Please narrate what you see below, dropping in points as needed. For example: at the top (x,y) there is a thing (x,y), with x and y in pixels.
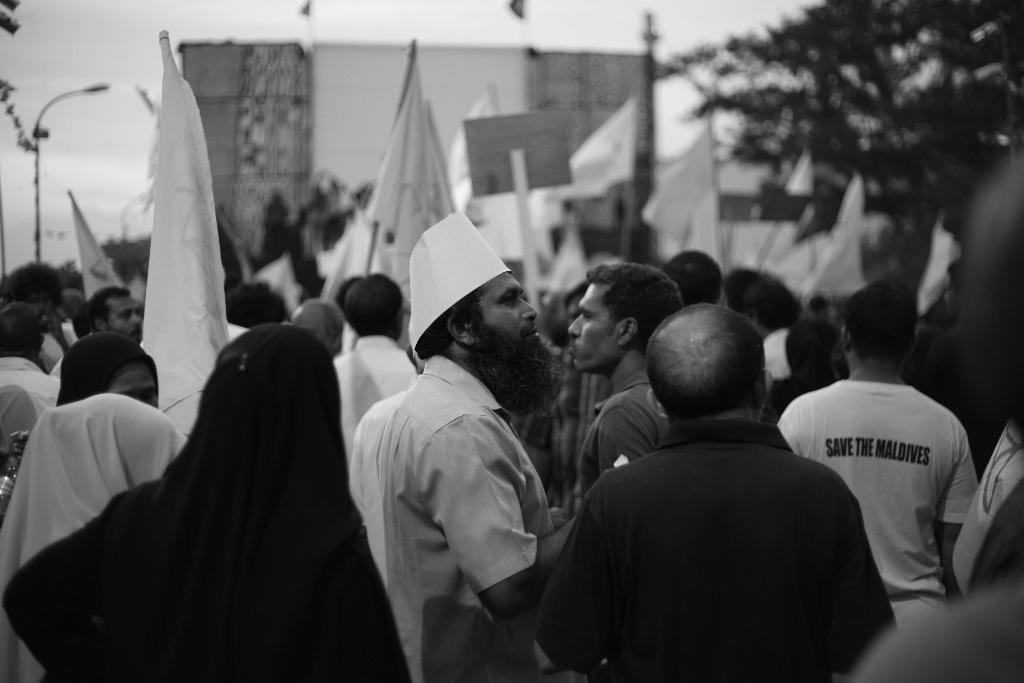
This is a black and white picture. I can see group of people (62,343) standing, there are few people (706,286) holding flags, there is a building (368,48), there are trees (872,69), and in the background (32,33) there is the sky (437,16).
